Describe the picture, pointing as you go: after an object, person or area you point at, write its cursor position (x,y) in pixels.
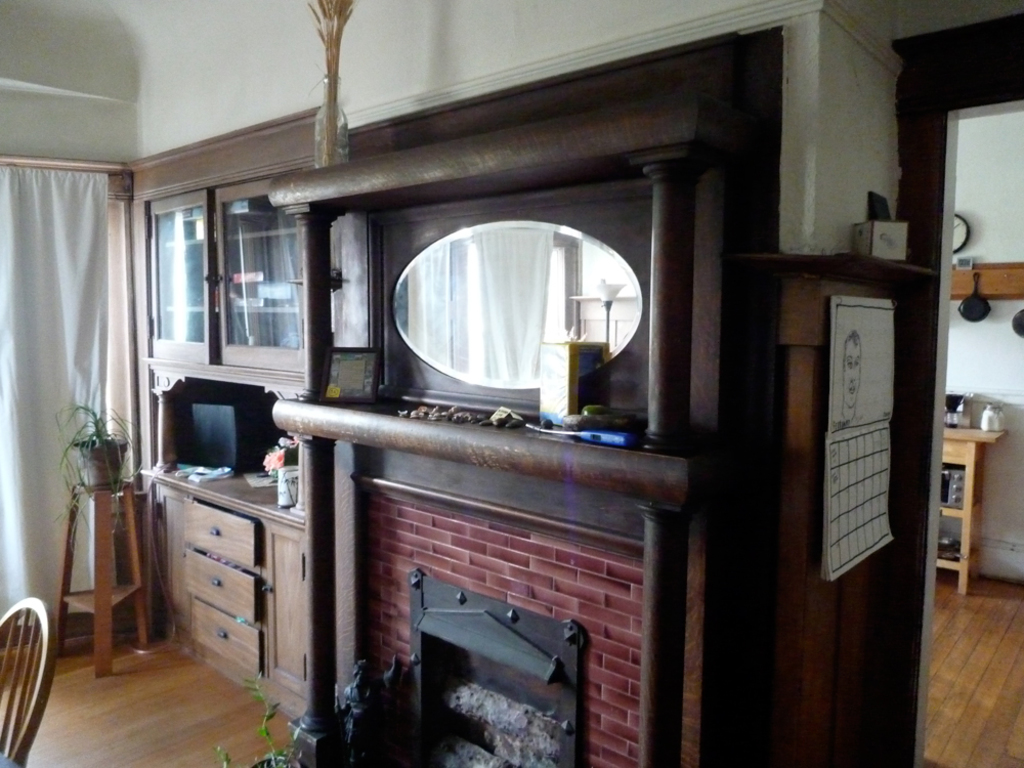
This picture shows a fireplace (461,621) and a chair (5,736) and a cupboard (237,456).
